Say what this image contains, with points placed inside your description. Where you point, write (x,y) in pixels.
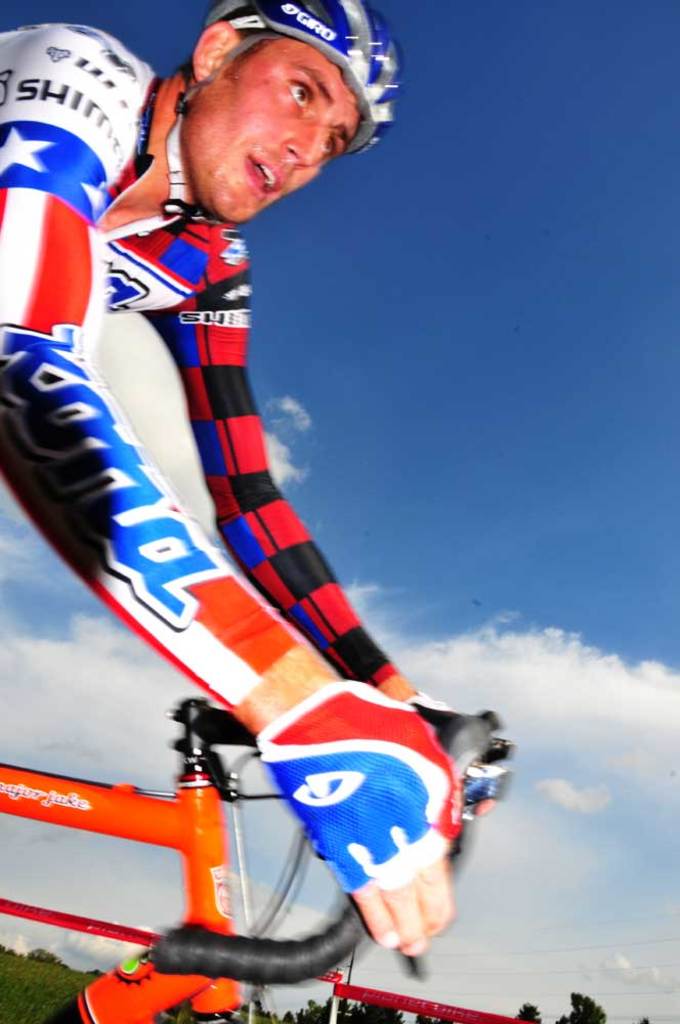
In this picture, there is a man (244,596) riding a bicycle (289,959). He is wearing a helmet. In the background (555,704), there is a sky (493,604) with clouds (520,721). At the bottom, there are trees (548,1023).
